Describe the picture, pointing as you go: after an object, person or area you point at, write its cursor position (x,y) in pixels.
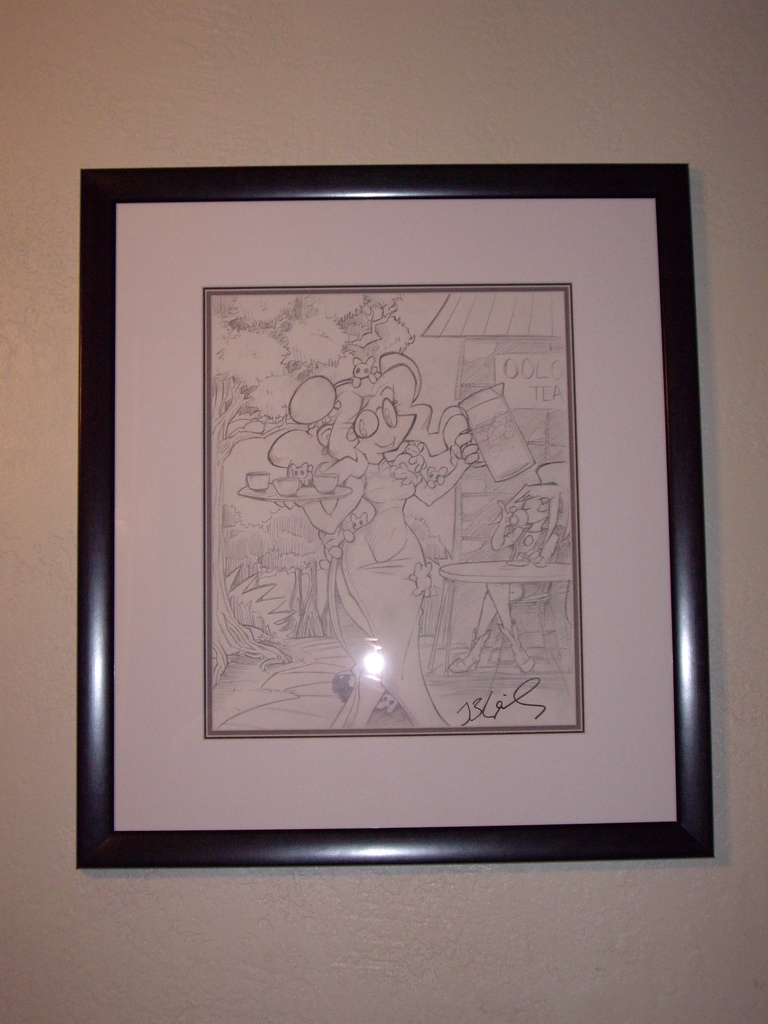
In this image we can see frame (391,235) is attached to the wall (359,913).
